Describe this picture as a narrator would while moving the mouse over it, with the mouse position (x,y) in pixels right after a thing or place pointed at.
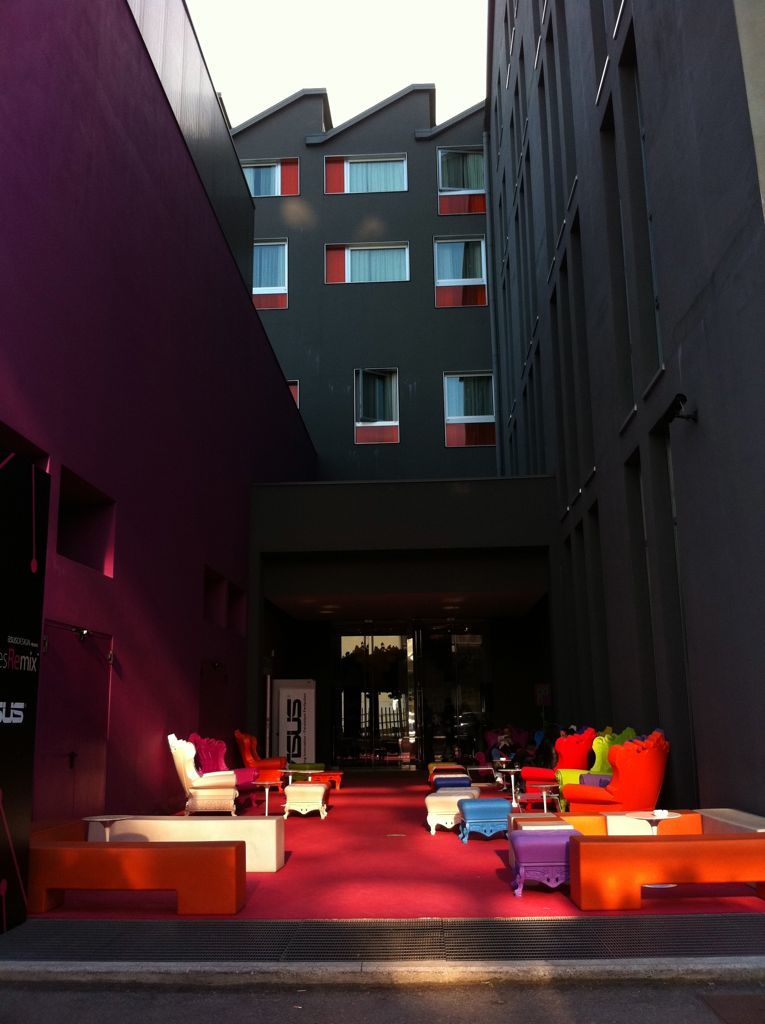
In this image, we can see a building (547,295). There are chairs (187,745) in the middle of the image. There is a sky (345,102) at the top of the image (356,63).
